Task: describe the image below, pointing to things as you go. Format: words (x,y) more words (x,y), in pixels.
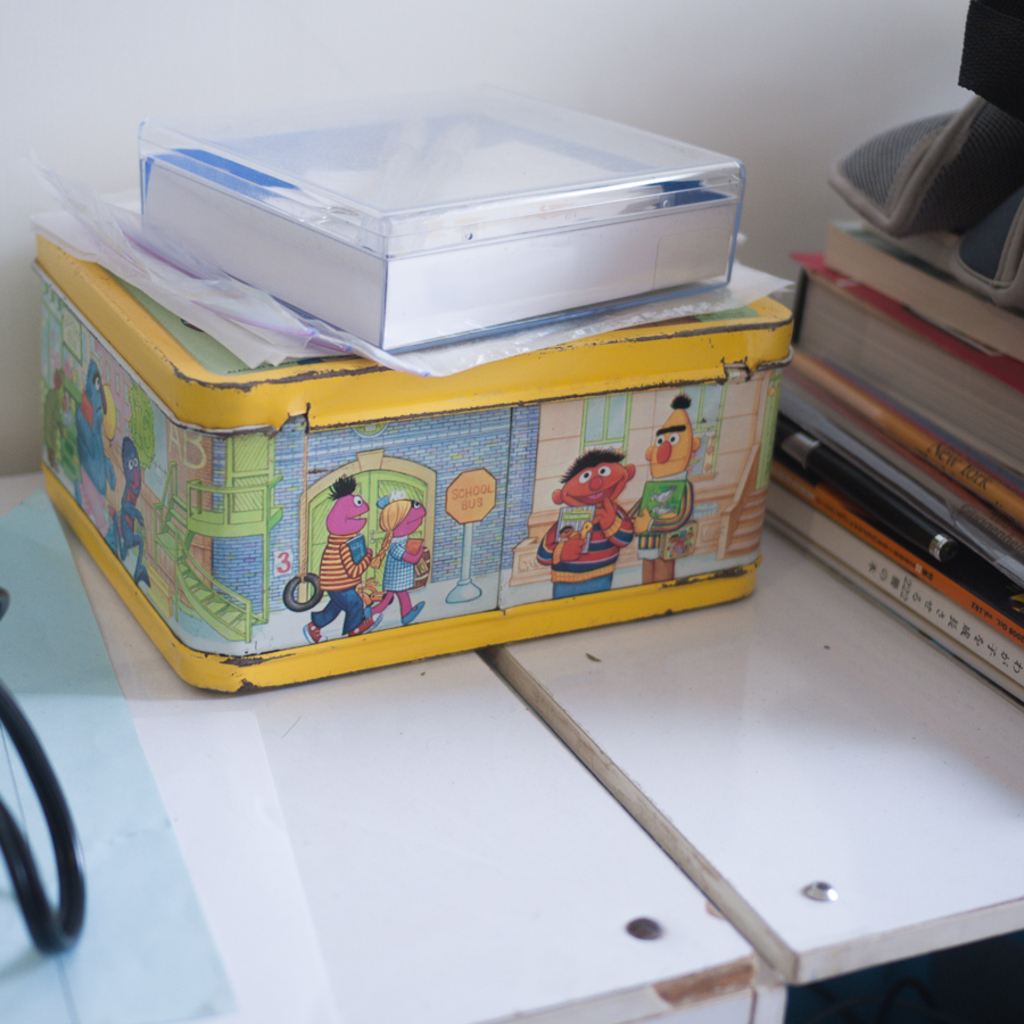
In this image there is a table (531,871) truncated towards the bottom of the image (622,700), there are objects (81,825) on the table (686,615), there is an object (33,733) truncated towards the left of the image (74,838), there are objects (933,355) truncated towards the right of the image (930,320), at the background of the image (599,104) there is the wall (51,50) truncated.
